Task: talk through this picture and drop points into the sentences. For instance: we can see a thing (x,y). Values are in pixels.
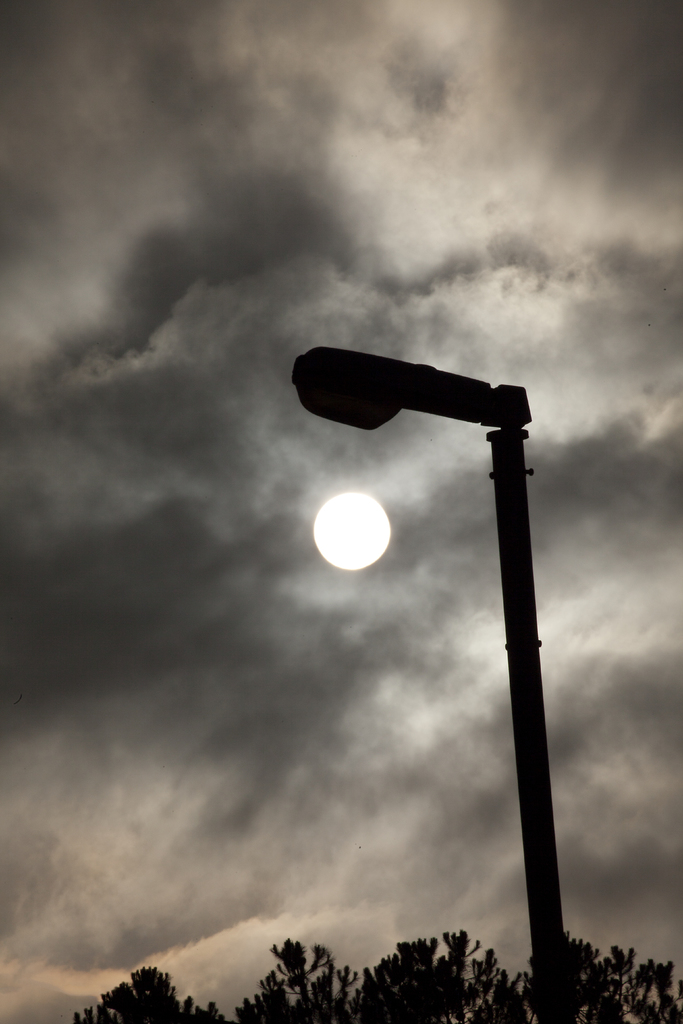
There is a lamp pole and a tree (323,953) in the foreground area of the image (371,966), there is a moon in the sky (380,561) in the background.
